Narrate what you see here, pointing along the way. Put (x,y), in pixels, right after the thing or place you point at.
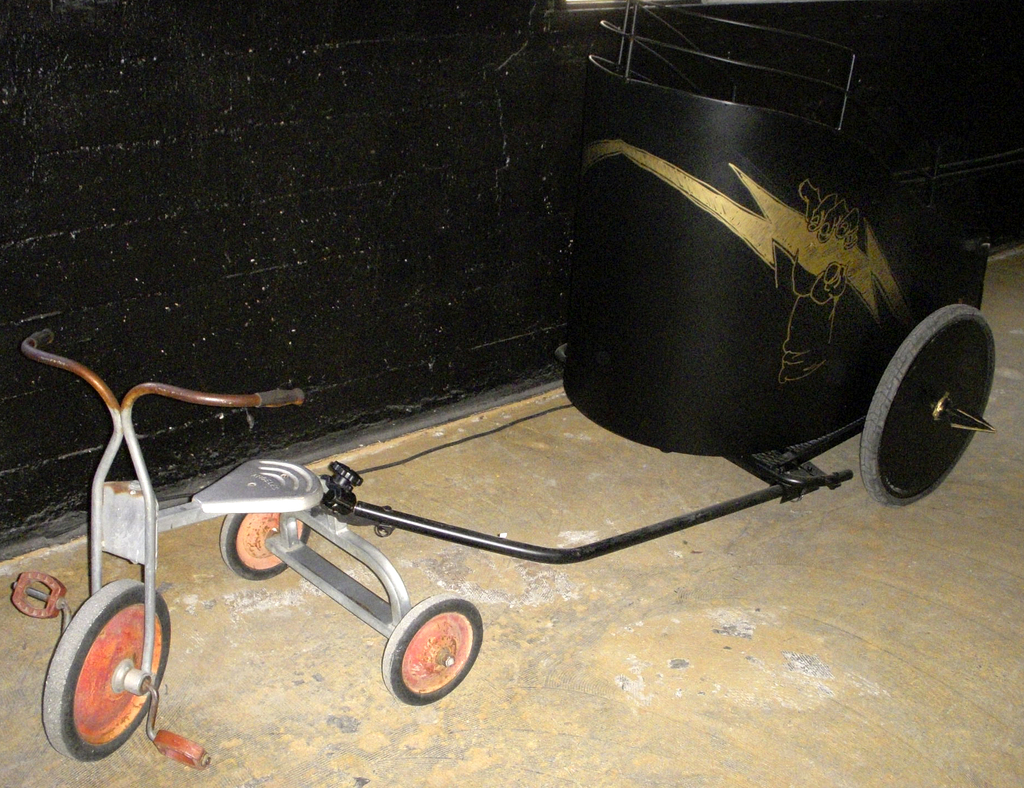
This image is taken in dark I can see a cart (591,307) and a wall (269,434).
